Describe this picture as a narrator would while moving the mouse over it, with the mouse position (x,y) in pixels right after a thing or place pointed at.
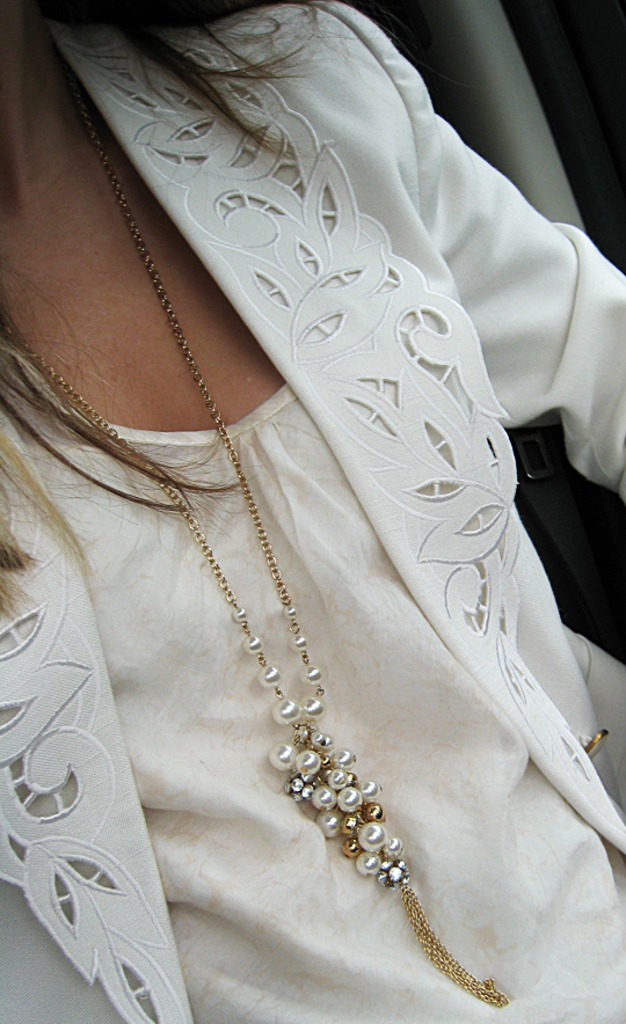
In this image I can see the person (150,695) wearing the cream color dress (236,711) and the chain (289,721). And there is a grey color object (524,121) in the back (520,59).
